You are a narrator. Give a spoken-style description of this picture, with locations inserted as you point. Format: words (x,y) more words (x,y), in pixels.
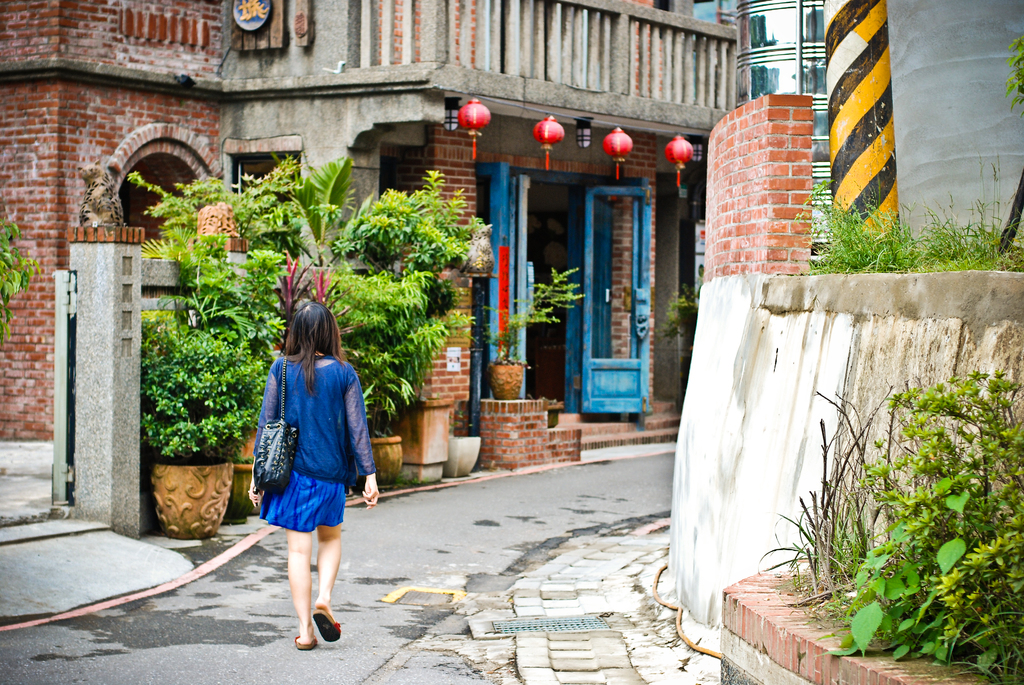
In this picture we can see a woman (355,446) walking, she is carrying a bag (272,464), in the background (479,22) there are buildings (689,75), we can see plants (400,314) on the right side (939,574) and left side (248,351), there is a door (583,313) and paper lanterns (464,119) in the middle (531,291), we can see a board (241,10) at the top of the picture (252,10).
